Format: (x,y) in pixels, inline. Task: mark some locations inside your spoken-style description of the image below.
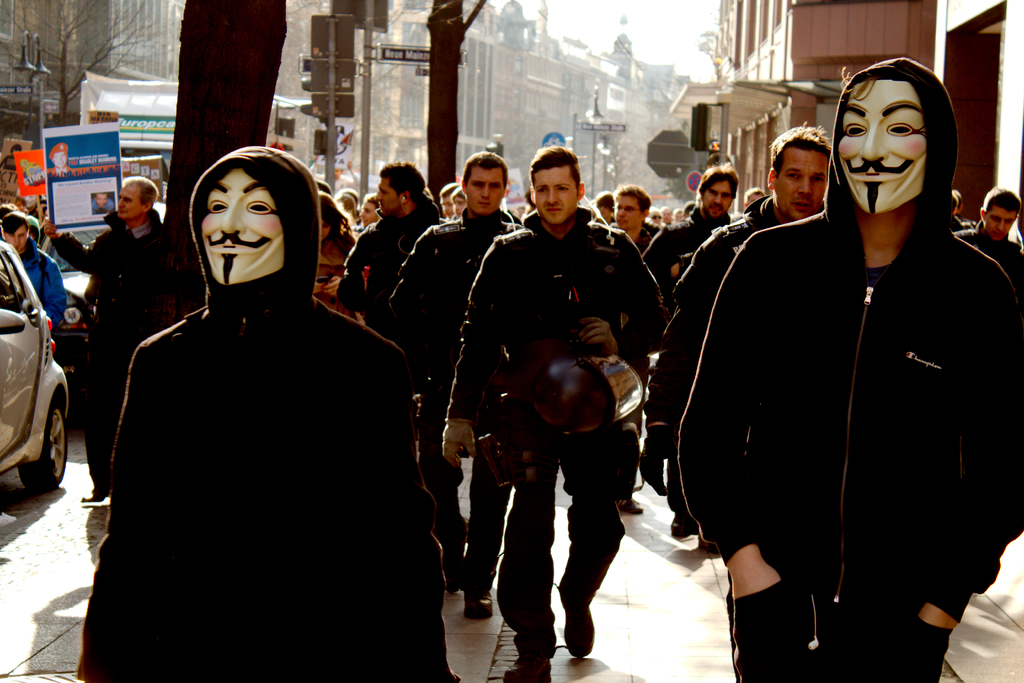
In this image there are a few people (884,407) walking on the streets (16,607), the front two persons (793,398) in the image are wearing Guy Fawkes masks (271,252), in the background of the image (320,118) there are trees (264,126), lamp posts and buildings (735,134).
